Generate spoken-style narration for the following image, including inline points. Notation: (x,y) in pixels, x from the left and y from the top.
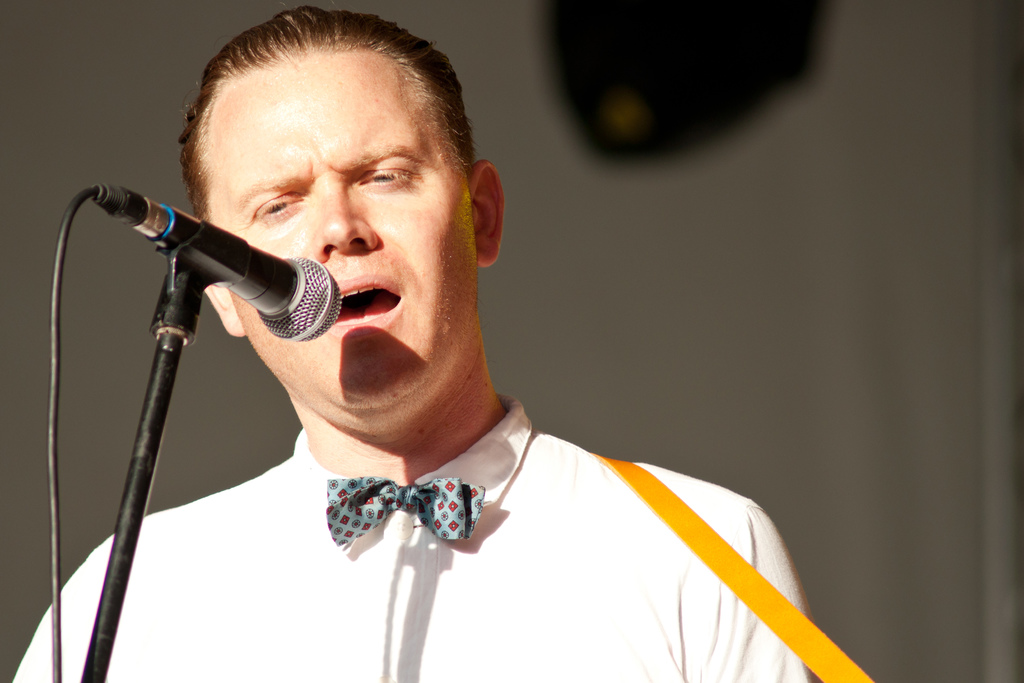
In this picture we can see a man (385,527) is singing, he wore a white color shirt (508,601) and a bow tie (473,529), on the left side (202,292) there is a microphone (255,289), we can see a blurry background (889,154).
